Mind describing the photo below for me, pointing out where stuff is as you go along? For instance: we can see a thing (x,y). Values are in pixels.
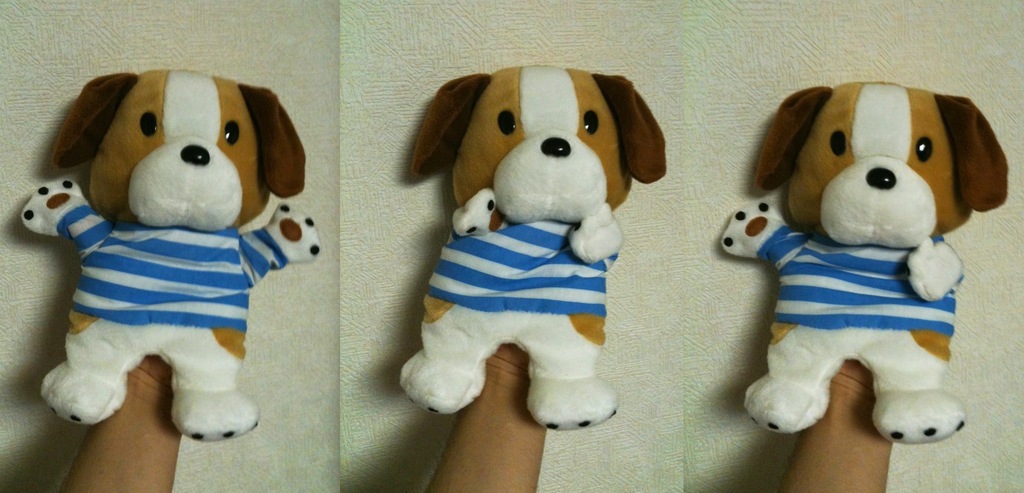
This is a collage image. In this image I can see three pictures which consist of the same view. In these pictures, I can see a person's hand (164,414), wearing a puppet (162,332). The background (216,48) is a white surface (597,41).
